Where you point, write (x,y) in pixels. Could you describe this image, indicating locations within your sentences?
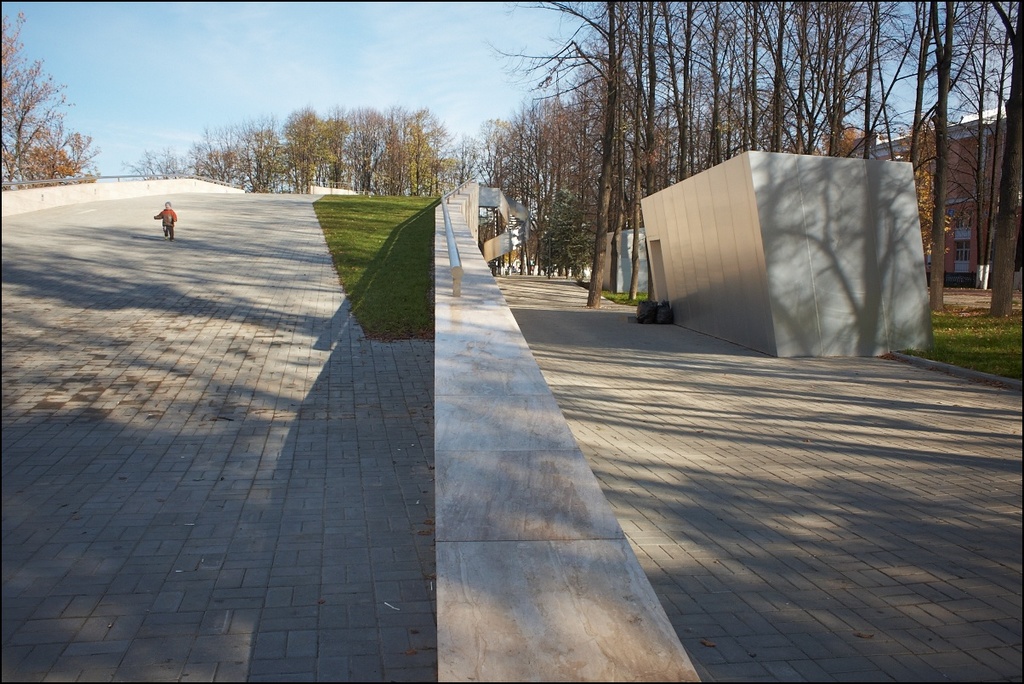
In the picture I can see a baby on the road (202,253) on the left side (190,309). I can see the wall fencing (146,176) with stainless steel poles (76,177) on the both sides of the road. I can see the green grass (365,225) on one side of the road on the right side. I can see the building (965,156) on the right side (966,255). In the background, I can see the trees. There are clouds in the sky (231,87).
